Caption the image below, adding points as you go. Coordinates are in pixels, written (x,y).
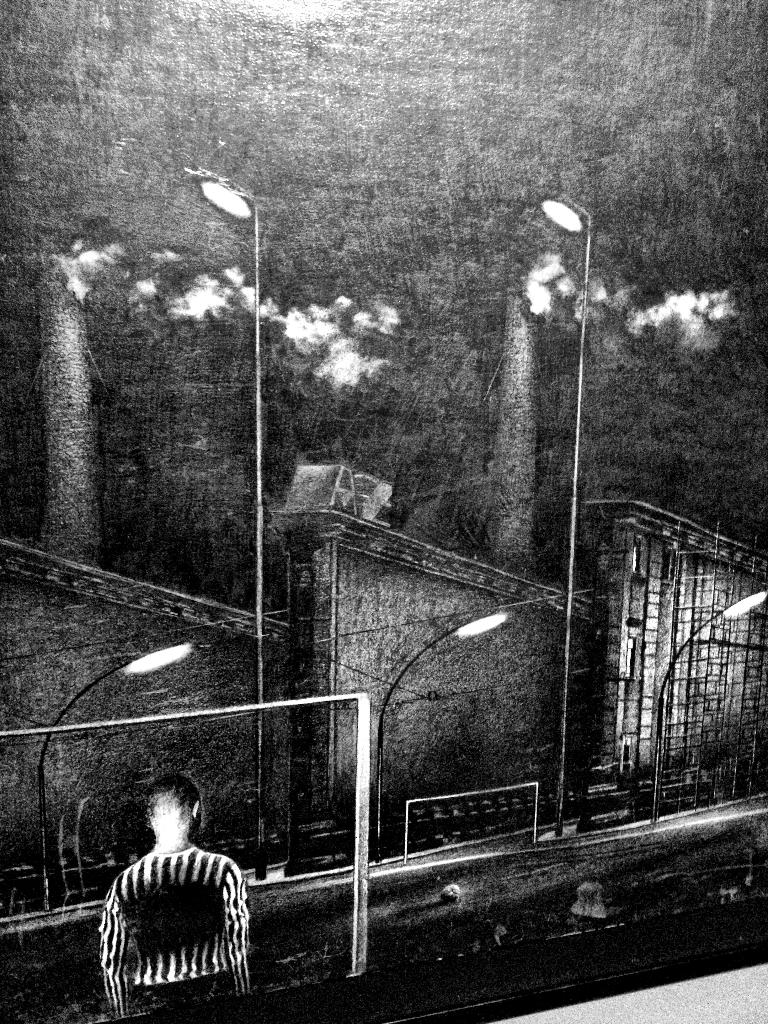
This picture looks like a painting I can see buildings (440,686) and few pole lights (56,724) and picture (237,981) of a human (237,981).
